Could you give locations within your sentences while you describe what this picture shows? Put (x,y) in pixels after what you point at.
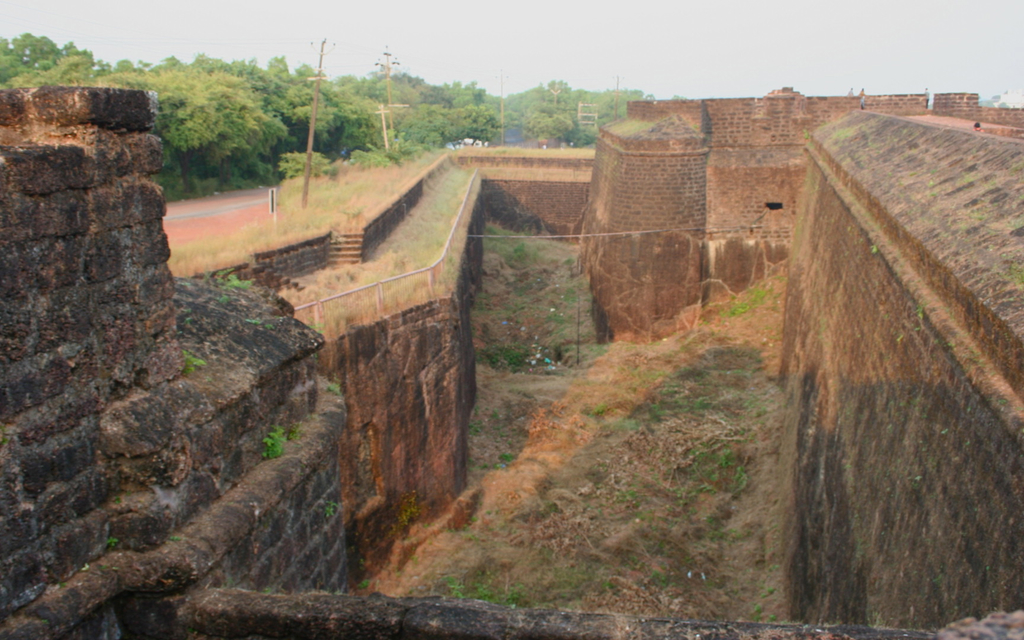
In the picture I can see a fort (639,236), wall (656,309), the grass (419,250), poles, trees (264,146) and a road (235,223). In the background (608,17) I can see the sky (597,31).
